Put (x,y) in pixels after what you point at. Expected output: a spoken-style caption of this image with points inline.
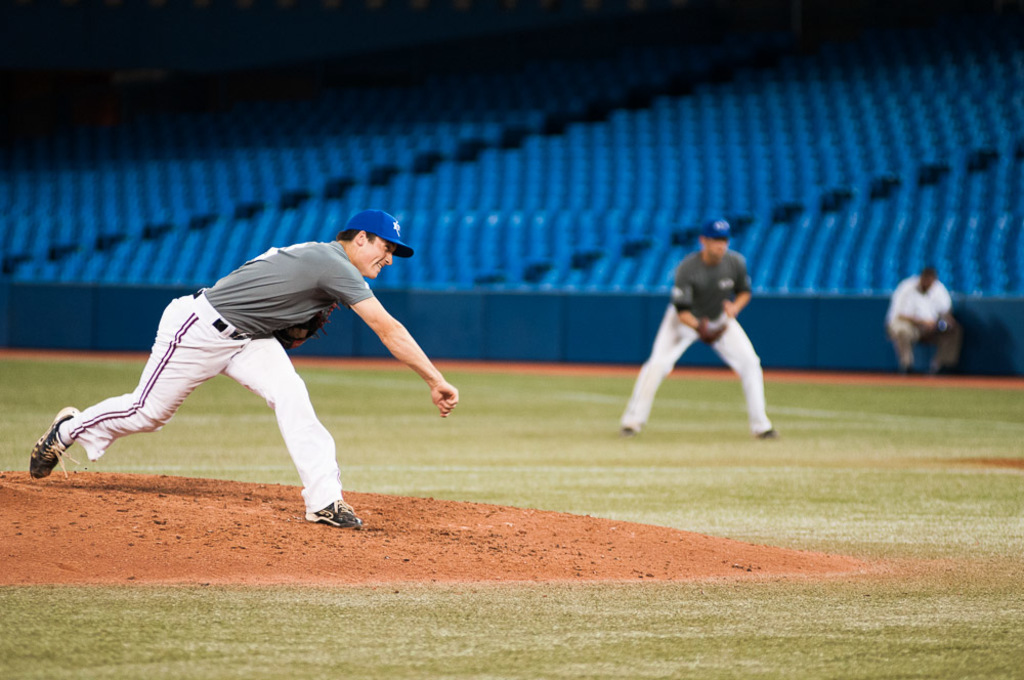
In this image there is one person (240,312) standing at left side of this image (257,322) and there is one person (725,351) standing at middle of this image (665,345) and one more is at right side of this image (936,362) and there is a ground (342,378) at bottom of this image (596,542) and there are some chairs (439,169) at top of this image (612,210).
